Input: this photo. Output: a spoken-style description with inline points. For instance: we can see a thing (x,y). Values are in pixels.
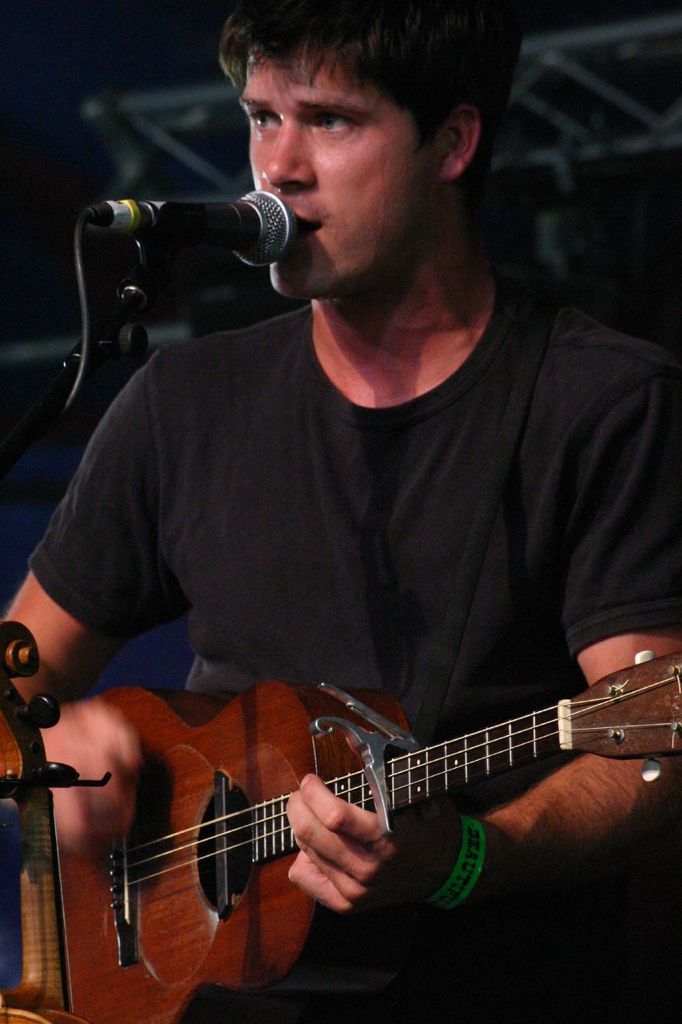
This man (287,323) is playing a guitar (209,771) and singing in-front of a mic (219,215).
